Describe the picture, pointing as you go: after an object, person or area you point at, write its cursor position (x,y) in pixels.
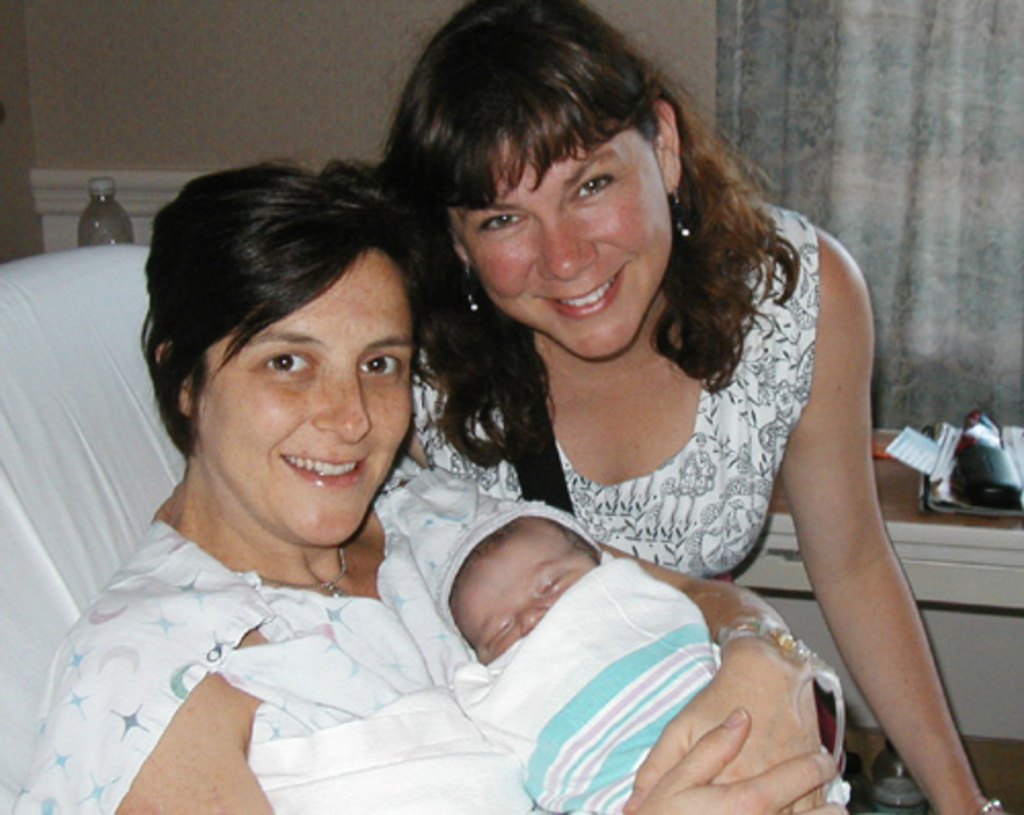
In this image I can see three persons (545,348), sofa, cabinet (907,567) on which some objects (930,495) are there. In the background (51,128) I can see a wall (61,104), bottle (116,209) and a curtain (808,148). This image is taken may be in a room (419,575).
